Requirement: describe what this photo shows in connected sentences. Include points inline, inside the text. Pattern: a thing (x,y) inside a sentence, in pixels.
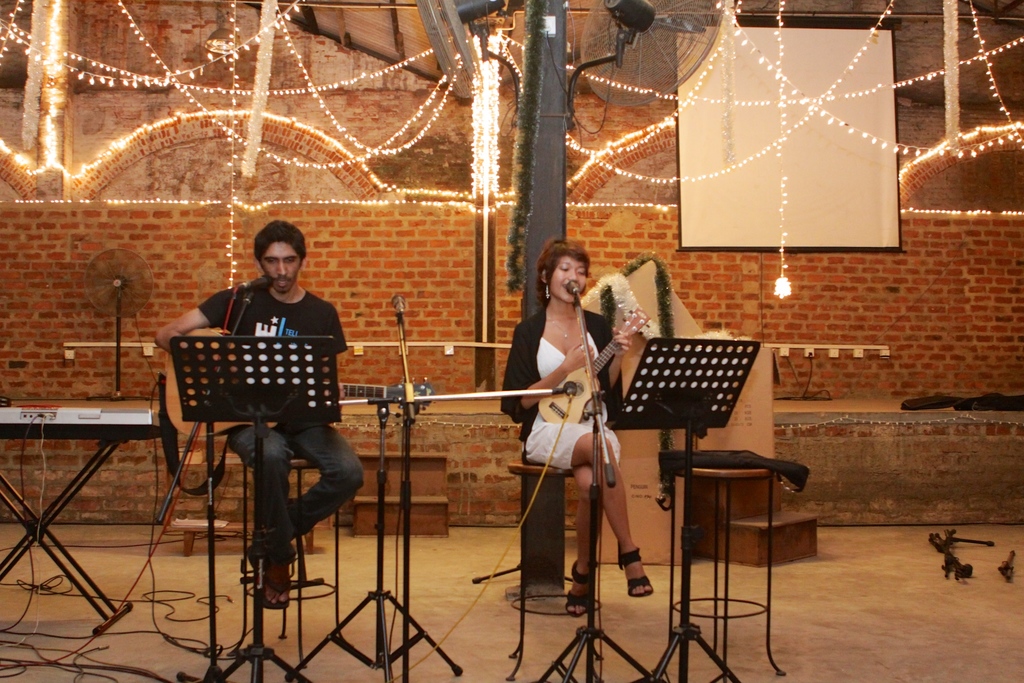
In this image I can see a woman (555,456) and a man (288,472) are sitting on stools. They are holding musical instruments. Here I can see microphones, musical instruments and other objects (235,394) on the ground (512,557). In the background (492,109) I can see string lights (593,157), a projector screen (757,187), a table fan (133,298) and a brick wall (619,259).
